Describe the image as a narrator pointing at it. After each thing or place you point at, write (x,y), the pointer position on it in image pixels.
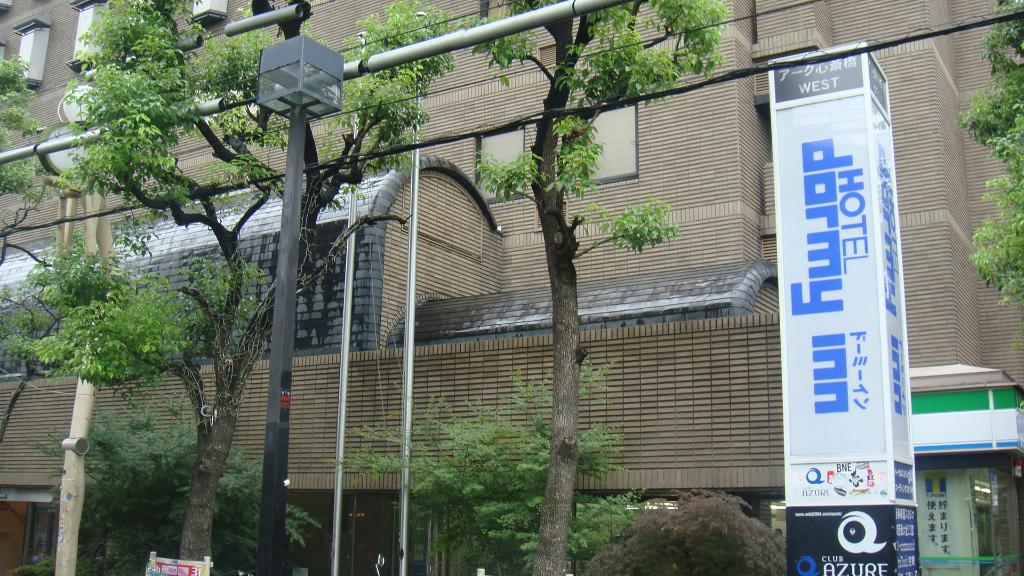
In this image I can see few poles (291,292), trees (231,339) in green color and I can also see the board (820,275). In the background (616,180) the building (632,254) is in brown color.
